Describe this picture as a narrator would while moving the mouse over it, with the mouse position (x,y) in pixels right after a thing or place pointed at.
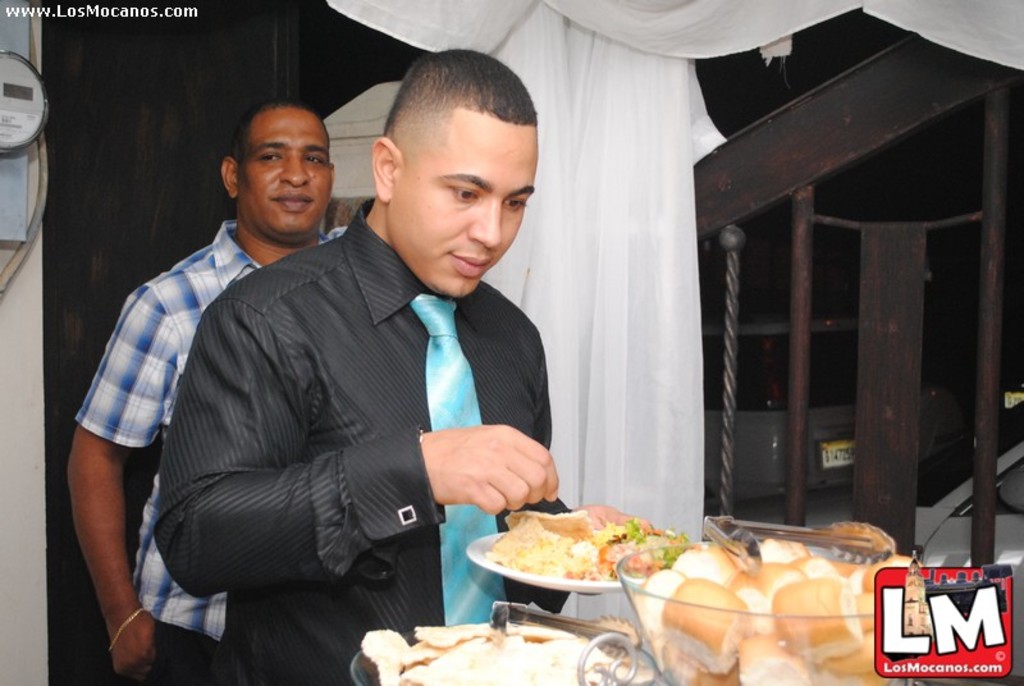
In this picture there is a man (393,378) in the center (382,352). He is wearing a black shirt (393,378) and a blue tie (432,391). He is holding a plate (483,566) full of food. Behind him, there is another person (126,322) wearing a check shirt (159,325). At the bottom (622,663) there are bowls (777,641) filled with food (740,628). Towards the right (756,357), there are vehicles (821,353). On the top (574,100), there is a curtain (621,345).
